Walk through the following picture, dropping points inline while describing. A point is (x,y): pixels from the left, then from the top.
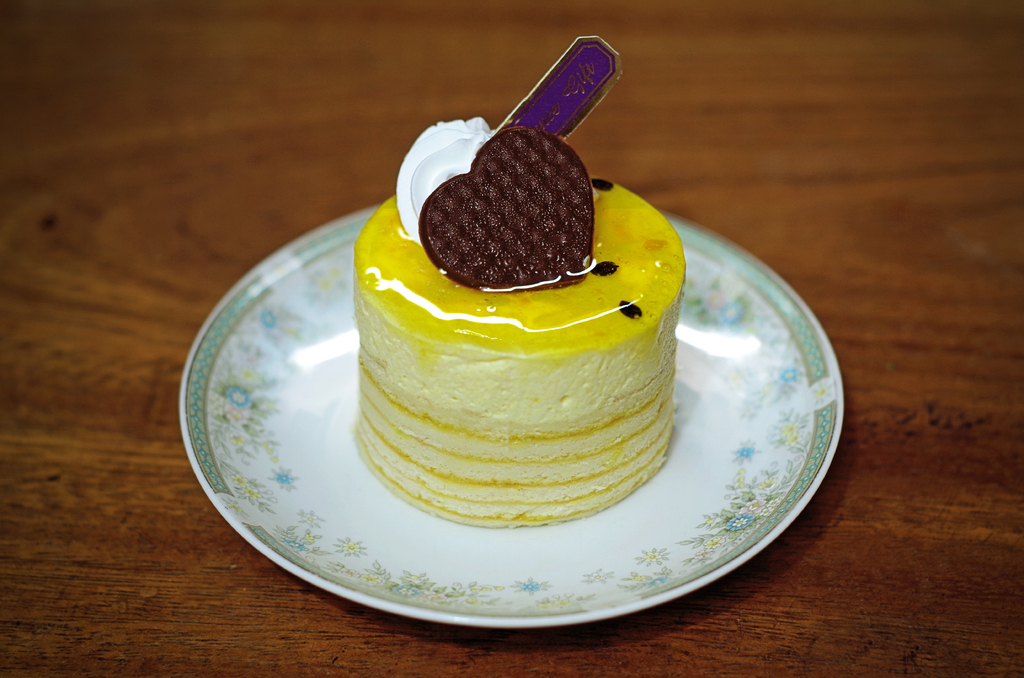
In this image I can see the plate (489,585) with food (490,420). The food (494,364) is in yellow, brown and white color. The plate (345,339) is in blue, yellow, ash and white color. It is on the brown color surface (257,648).
